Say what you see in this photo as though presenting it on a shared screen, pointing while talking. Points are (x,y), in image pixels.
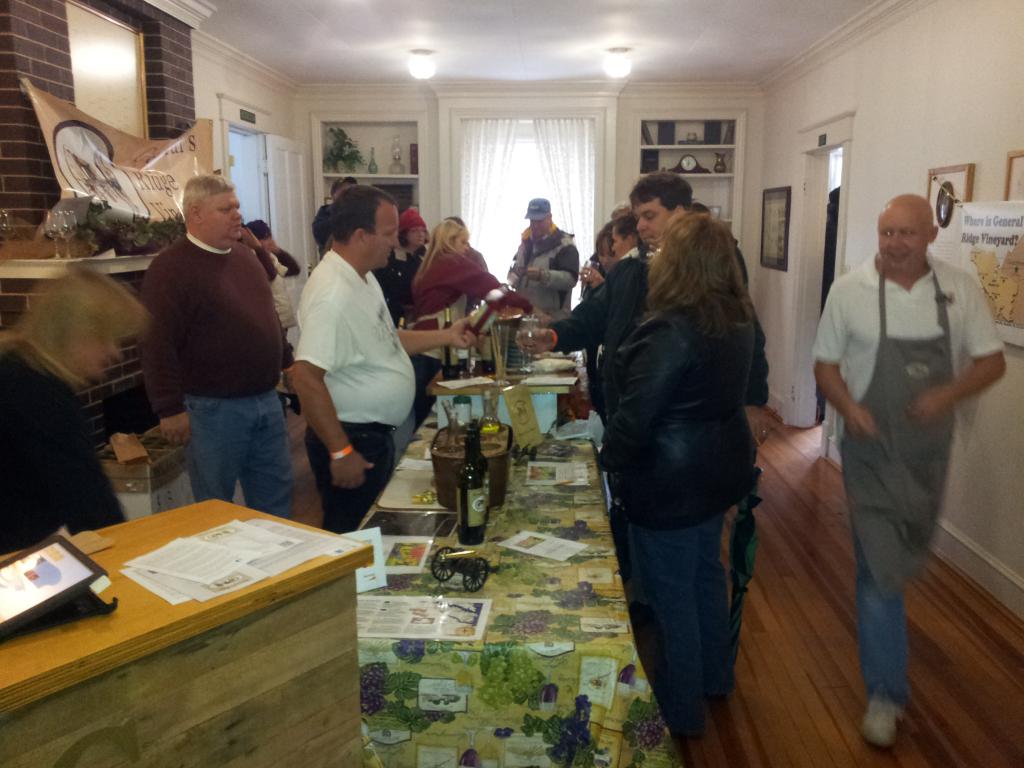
In the image we can see there are people (375,306) who are standing on the floor (833,622) and in front of them there is a table (484,636) on which wine glass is kept and a wine bottle (475,512).
